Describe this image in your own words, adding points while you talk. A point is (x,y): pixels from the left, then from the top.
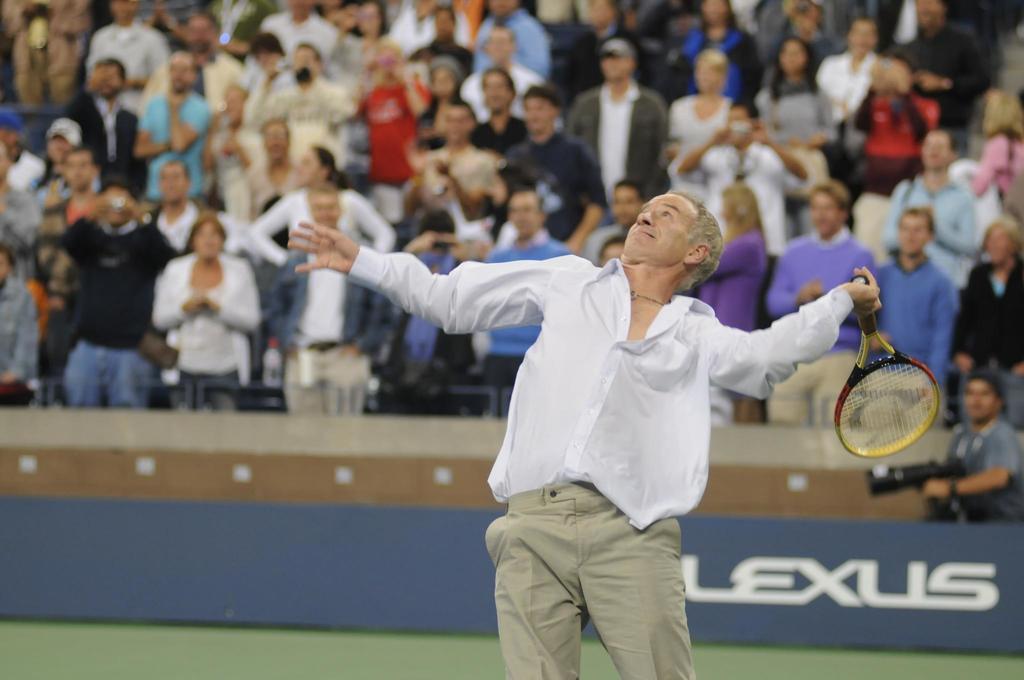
In this image I can see a man (705,302) with a racket (917,431) in his hand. In the background (71,46) I can see number of people (924,153).
